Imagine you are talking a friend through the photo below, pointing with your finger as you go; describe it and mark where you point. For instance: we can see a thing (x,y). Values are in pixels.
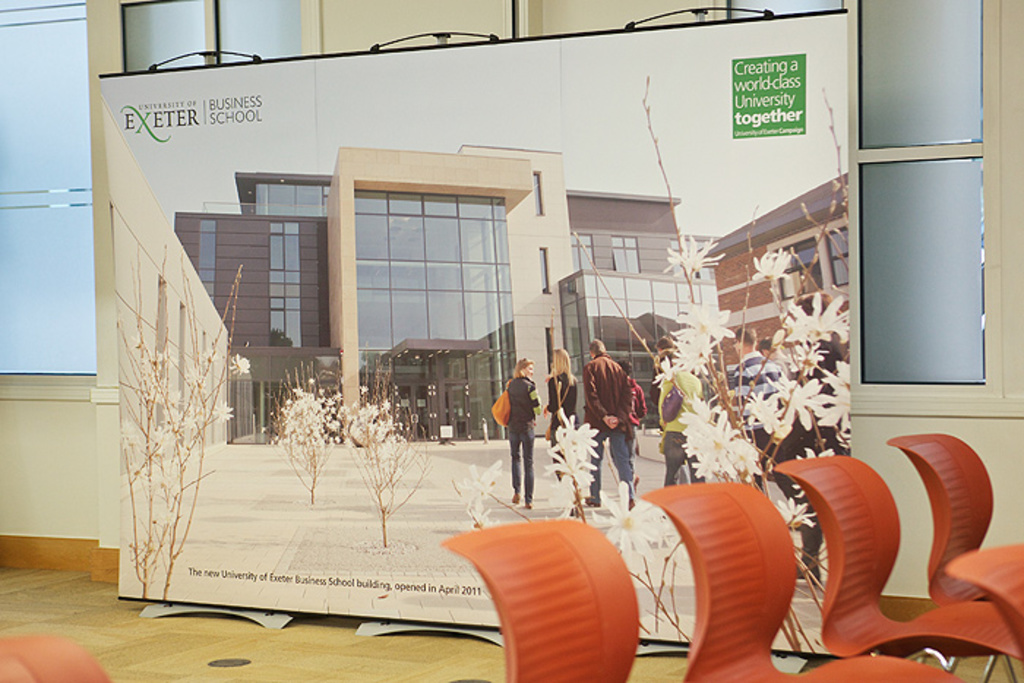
In this image I can see few orange colour chairs (963,510) in the front (723,592). In the background (252,432) I can see a white colour board (395,580) and on it I can see few plants (559,445), few people (631,448), few buildings (363,256) and on the top of this board (609,132) I can see something is written.
